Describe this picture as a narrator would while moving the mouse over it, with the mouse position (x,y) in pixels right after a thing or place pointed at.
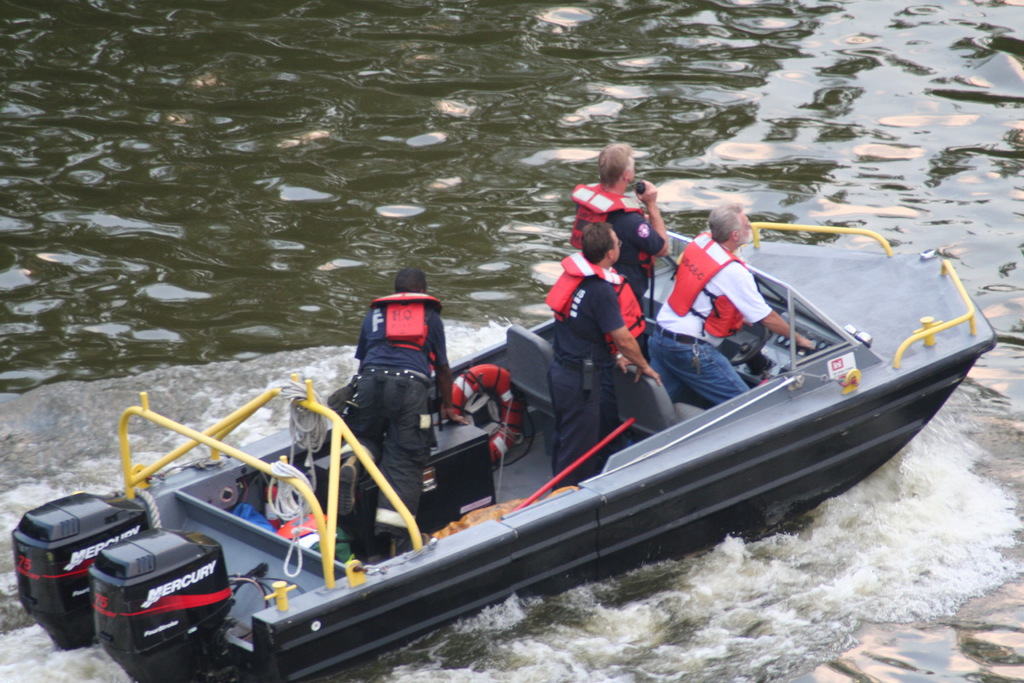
In the center of the image (658,404) we can see a boat (648,436). In boat (685,412) we can see some persons (631,364) wearing jacket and also we can see the clothes (314,518), rope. In the background of the image (26,482) we can see the water (36,662).
